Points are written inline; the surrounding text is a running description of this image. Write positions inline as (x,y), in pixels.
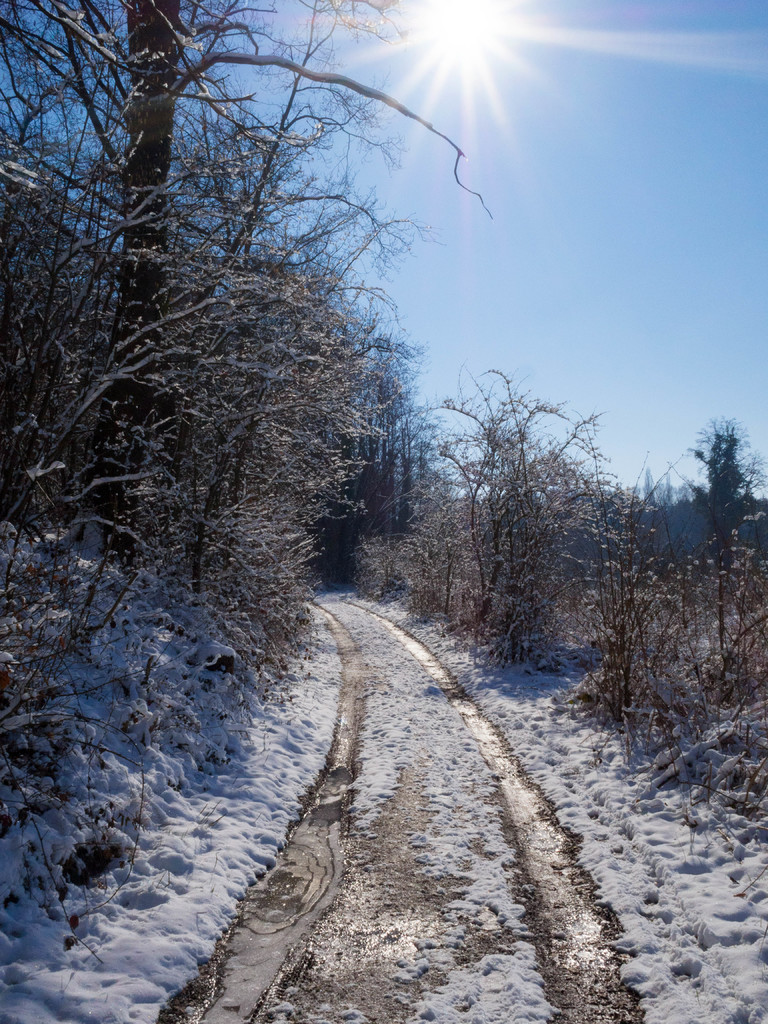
At the bottom of the picture (347,712), we see the road (378,802) which is covered with ice (605,850). On either side of the picture, there are trees (541,639). There are trees (401,406) in the background (422,452). At the top of the picture (418,212), we see the sky (555,184) and the sun (447,10).
